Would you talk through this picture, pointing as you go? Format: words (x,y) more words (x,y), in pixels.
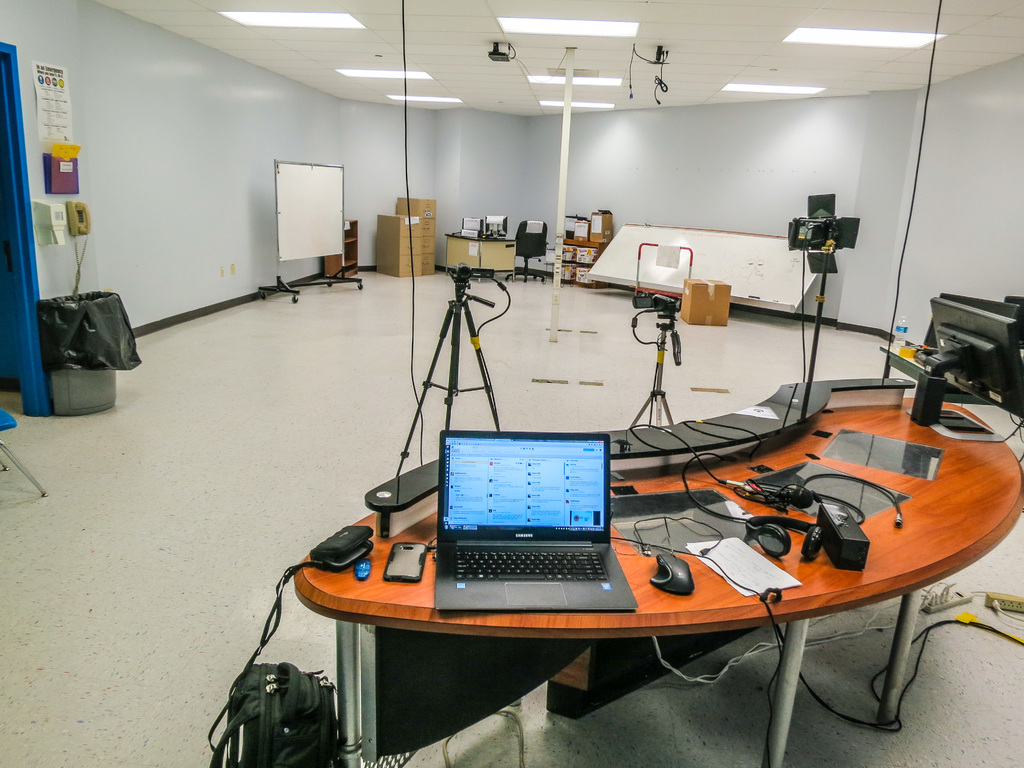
There is laptop (529,513), cable (767,504), phone (388,567) other object (786,553) is present on the table (906,503), this is wall (818,182).
